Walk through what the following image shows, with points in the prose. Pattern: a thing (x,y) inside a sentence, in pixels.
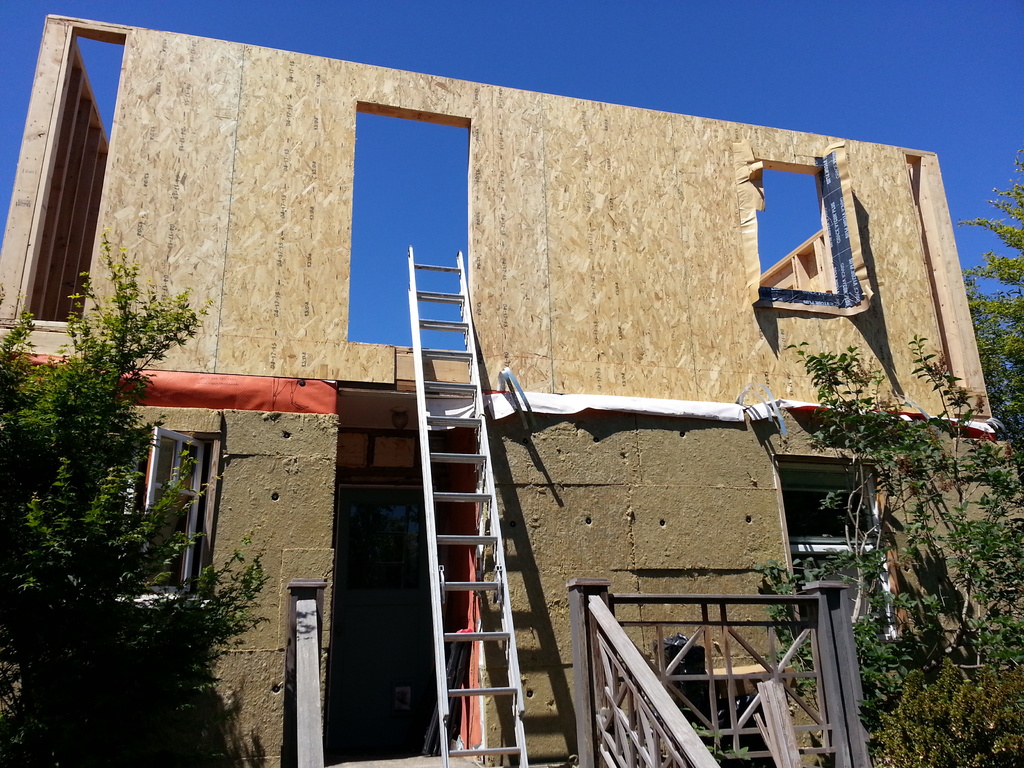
This image consists of a building (313,434) to which there is a ladder (458,273) kept. To the left (81,674) and right, there are trees (106,545). At the top (797,86), there is sky (681,90) in blue color.
